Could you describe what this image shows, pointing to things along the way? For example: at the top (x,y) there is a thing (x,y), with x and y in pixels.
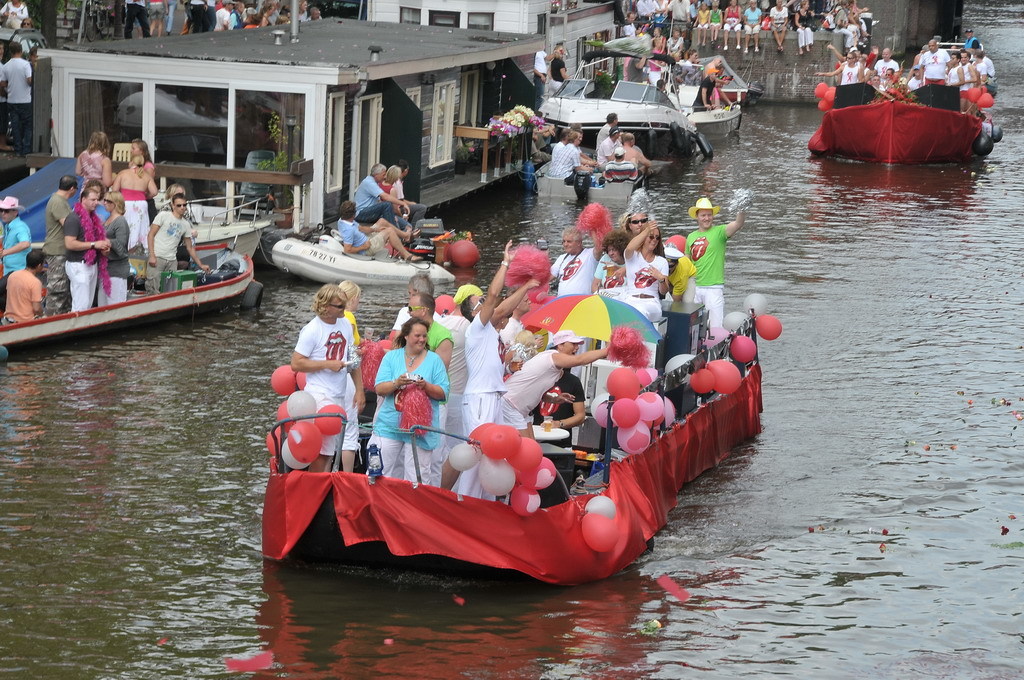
In this image, we can see persons (478,372) on boats (382,257). These boats (536,401) are floating on the water (794,546). There are shelters (488,57) at the top of the image (529,22).
